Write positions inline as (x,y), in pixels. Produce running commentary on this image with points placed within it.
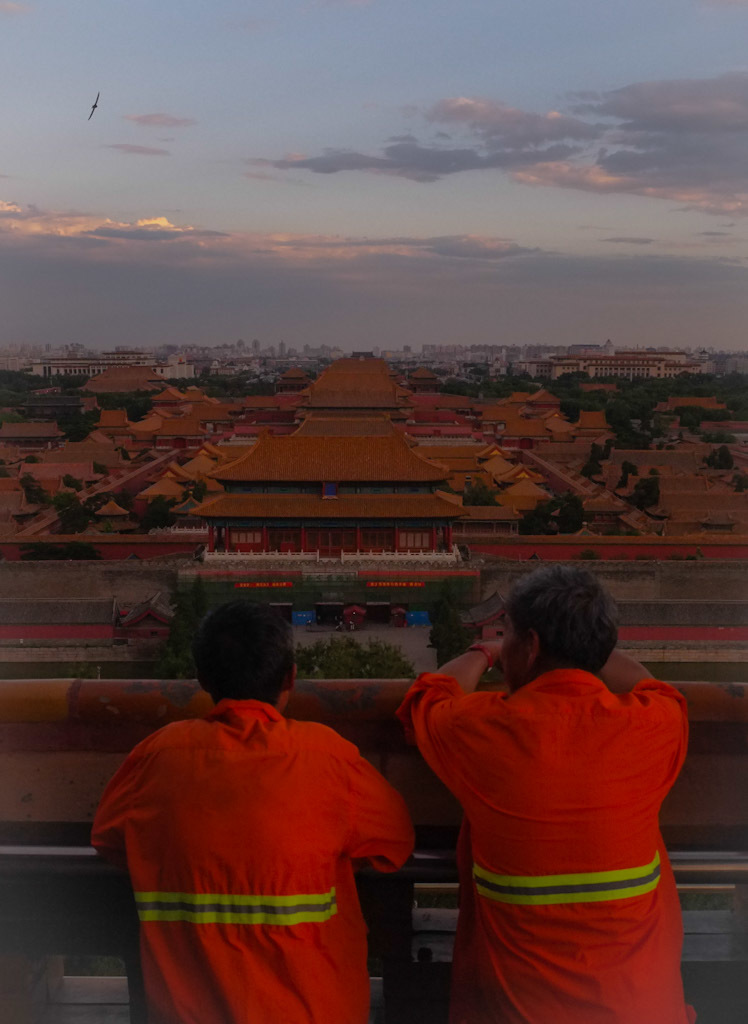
In this image, we can see two people (540,917) are near the rod (339,705). Background (745,626) we can see houses (401,551), trees (125,504), buildings (351,546), walls (91,565). Top of the image (434,274), there is a cloudy sky (337,160) and bird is flying in the air (62,119).
